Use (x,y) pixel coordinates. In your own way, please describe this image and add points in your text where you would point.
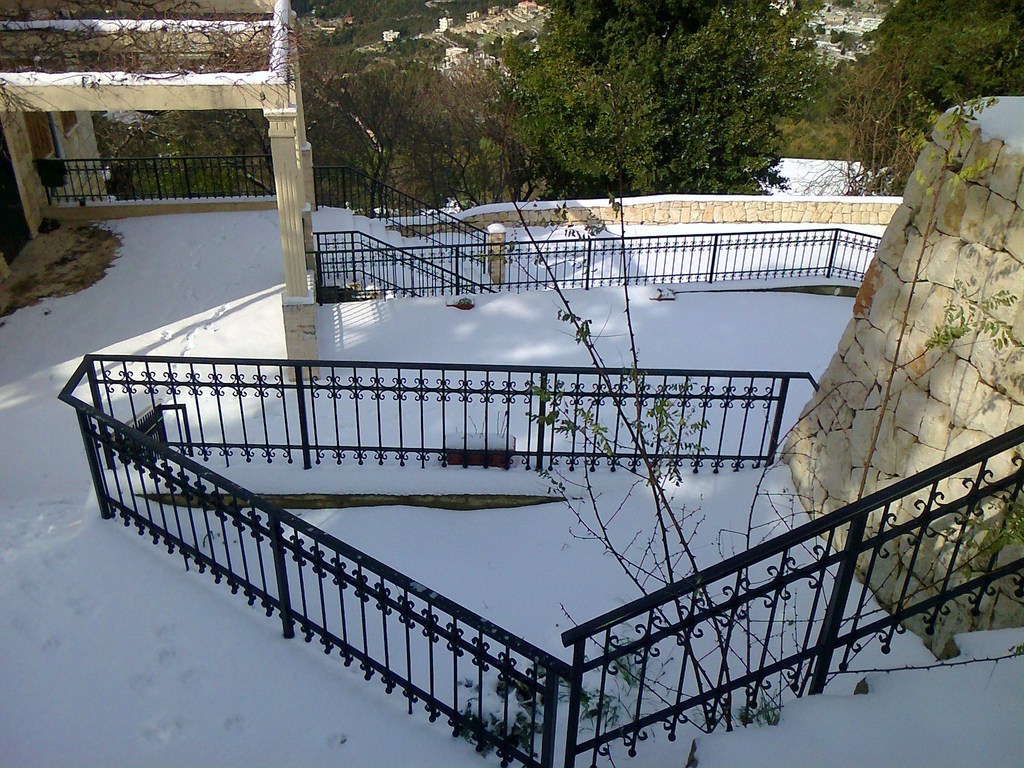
In this image there is a building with fence (350,580) covered with snow (988,724), beside that there are so many trees (563,7) and buildings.
